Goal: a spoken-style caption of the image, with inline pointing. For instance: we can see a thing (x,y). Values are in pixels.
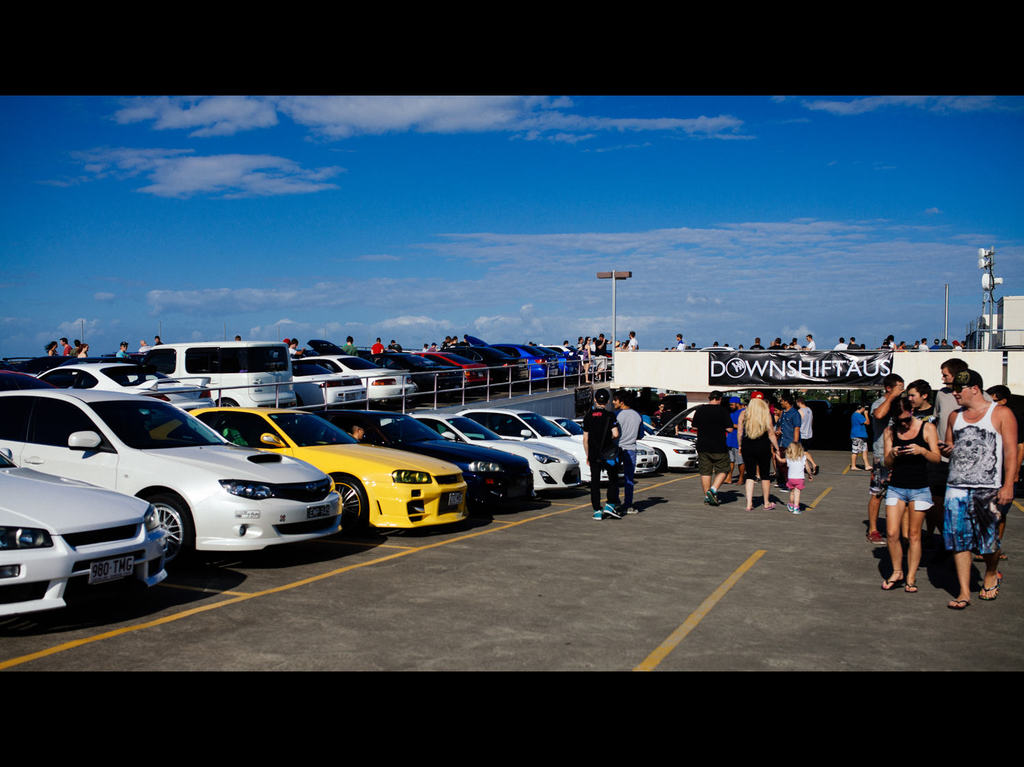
In the picture I can see few vehicles (251,389) and persons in the left corner (275,444) and there are few other persons (909,459) in the right corner (960,470) and there are some other objects (996,281) in the background (1001,373) and the sky (456,198) is a bit cloudy.
